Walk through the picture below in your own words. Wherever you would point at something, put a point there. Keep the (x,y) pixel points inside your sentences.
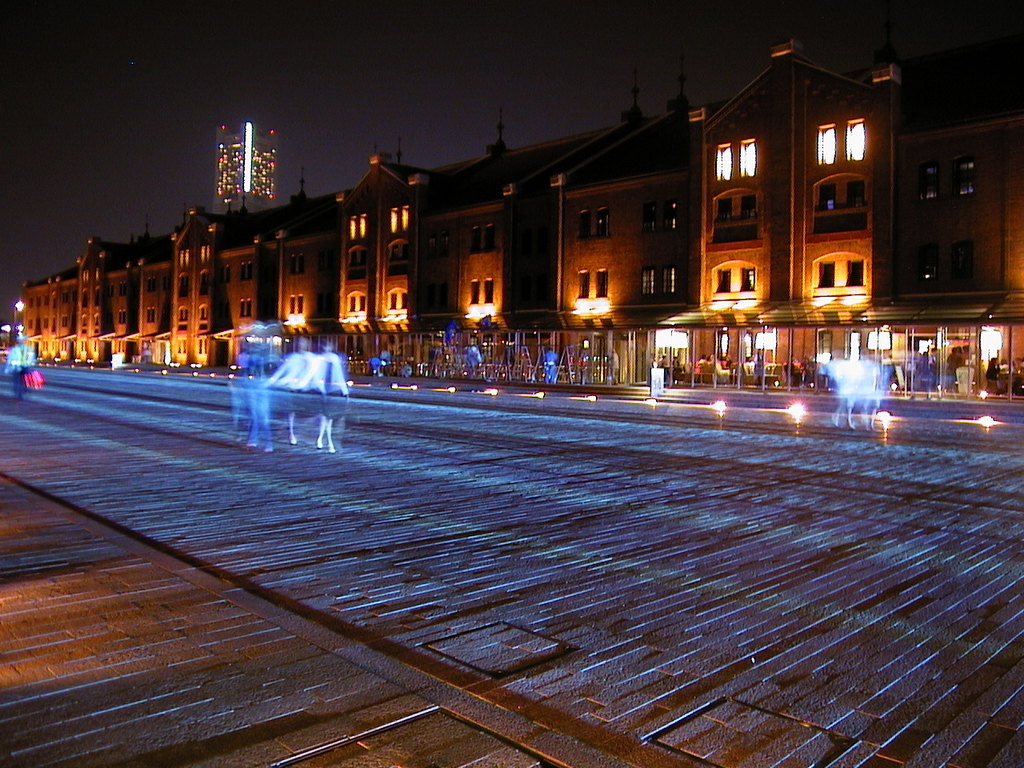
At the bottom of the picture (596,630), we see the road (310,416). In the middle of the picture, we see two people (323,404) are walking on the road (311,449), but it is blurred. In the background (363,356), we see buildings (492,196) and lights (660,333). We see people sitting on the chairs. This picture is clicked in the dark.
